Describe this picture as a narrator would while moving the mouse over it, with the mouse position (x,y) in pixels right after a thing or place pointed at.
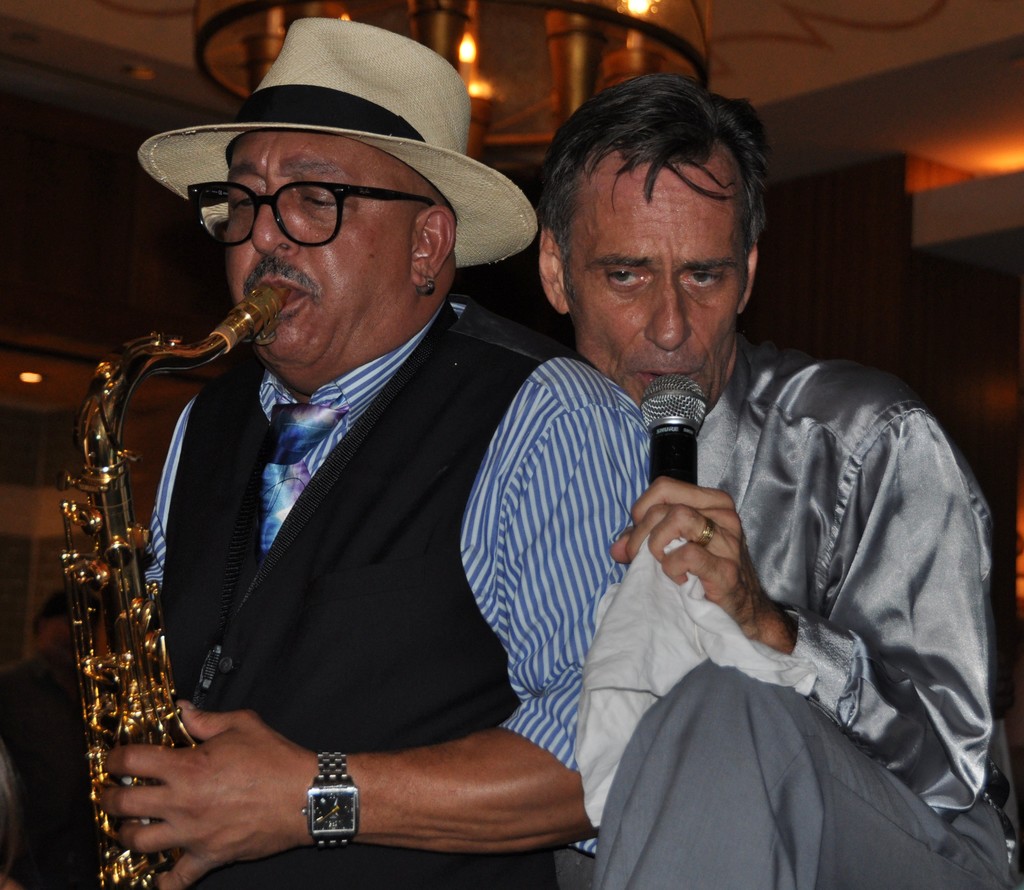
In this image, There are two persons (483,401) wearing colorful clothes (767,453). The person (388,545) who is left side of the image (335,458) playing saxophone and wearing watch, spectacles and hat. The person (784,434) who is right side of the image (717,833) holding a mic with his hand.
